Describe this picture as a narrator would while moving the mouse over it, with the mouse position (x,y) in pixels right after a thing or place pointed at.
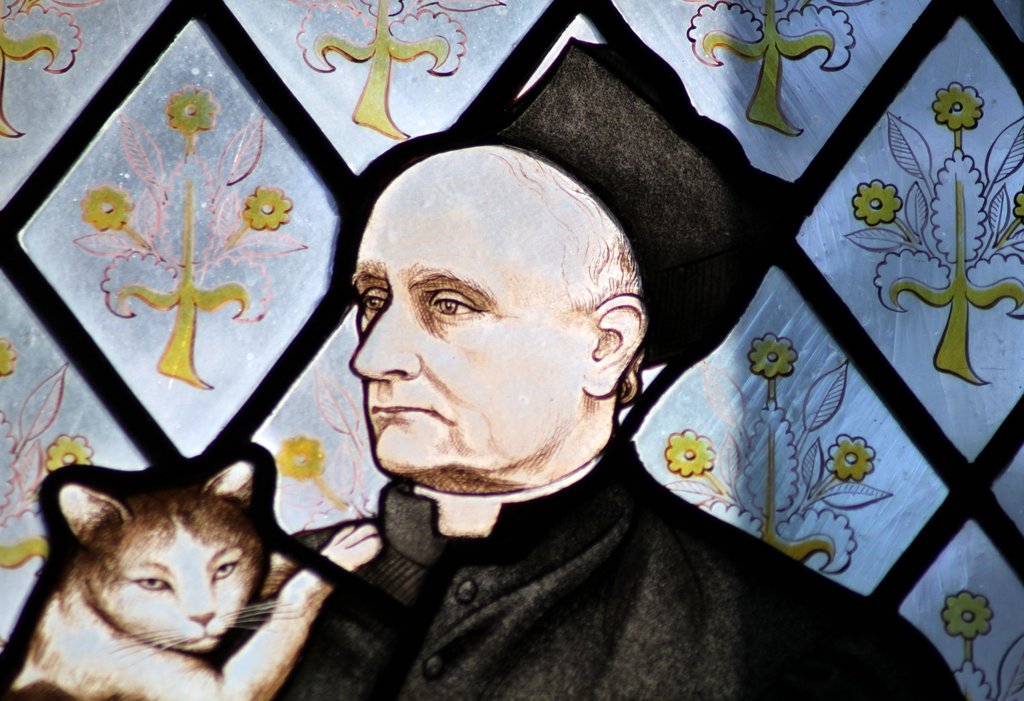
In this image there is a depiction of cat (205,549), person (359,303) and flower (281,197).
